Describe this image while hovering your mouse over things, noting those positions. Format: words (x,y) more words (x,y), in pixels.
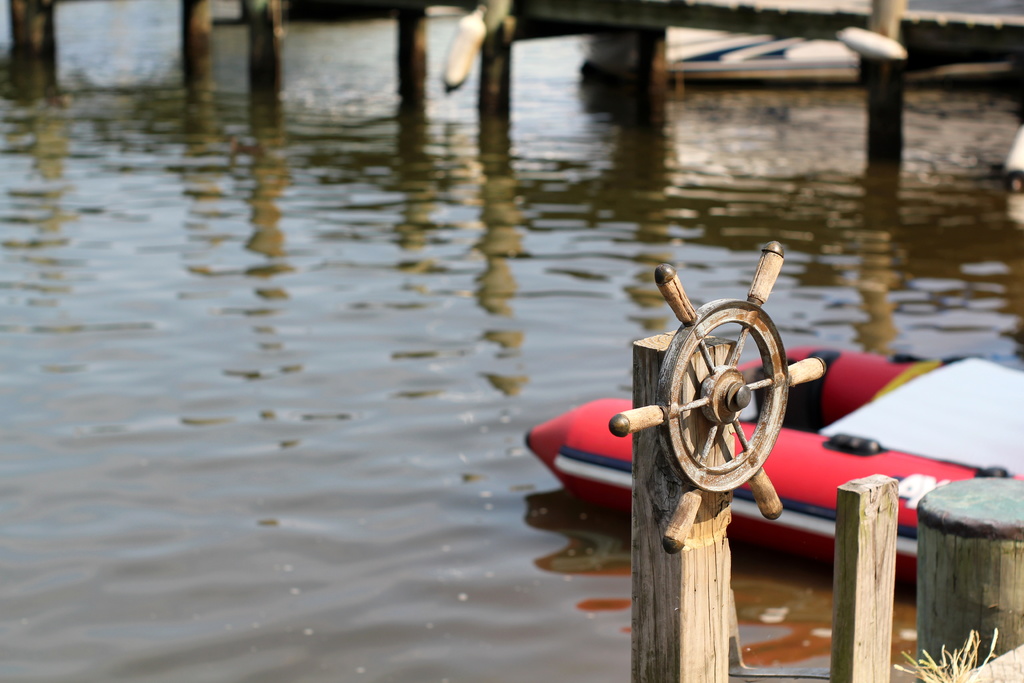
This image consists of water (456,229). In the background (565,26), we can see the pillars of a bridge (530,26). On the right (811,458), there is a boat (821,502). And we can see a wheel (735,390) fixed to a wooden piece (706,512).
